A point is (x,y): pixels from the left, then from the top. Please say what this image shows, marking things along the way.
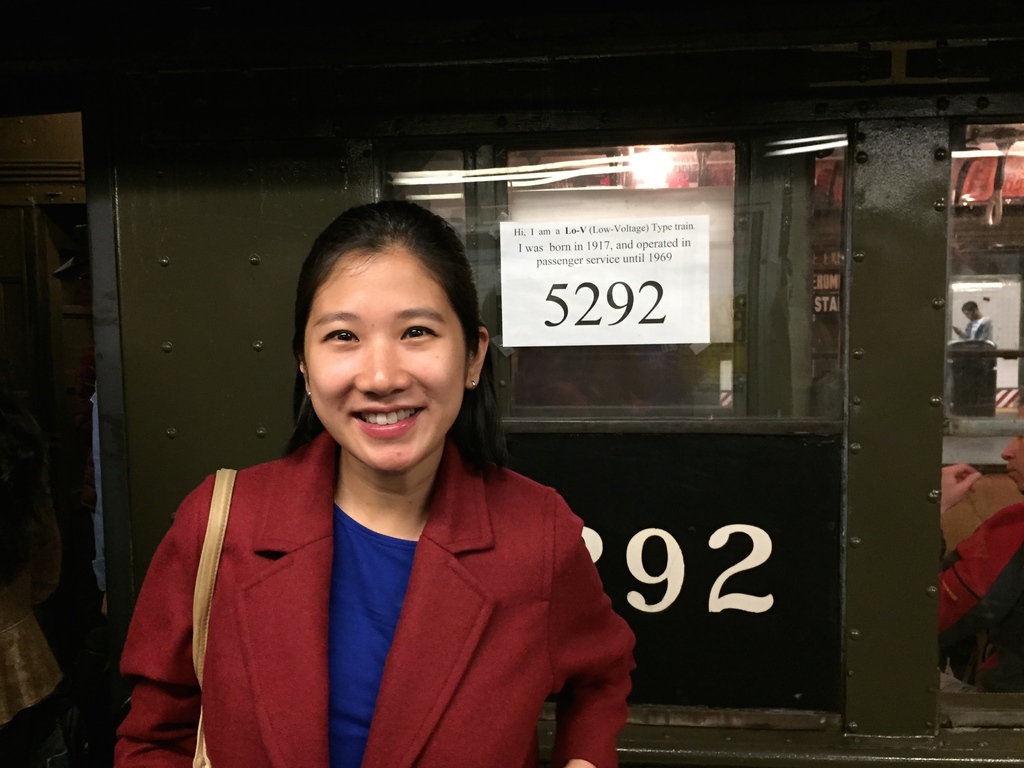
There is a lady (338,587) wearing a coat (473,596) and a handbag (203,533) is smiling. In the back (162,207) there is a wall (170,203) with a poster (570,266) on it. Also there is a number (663,545). On the right side (992,549) there is a person (991,535).
